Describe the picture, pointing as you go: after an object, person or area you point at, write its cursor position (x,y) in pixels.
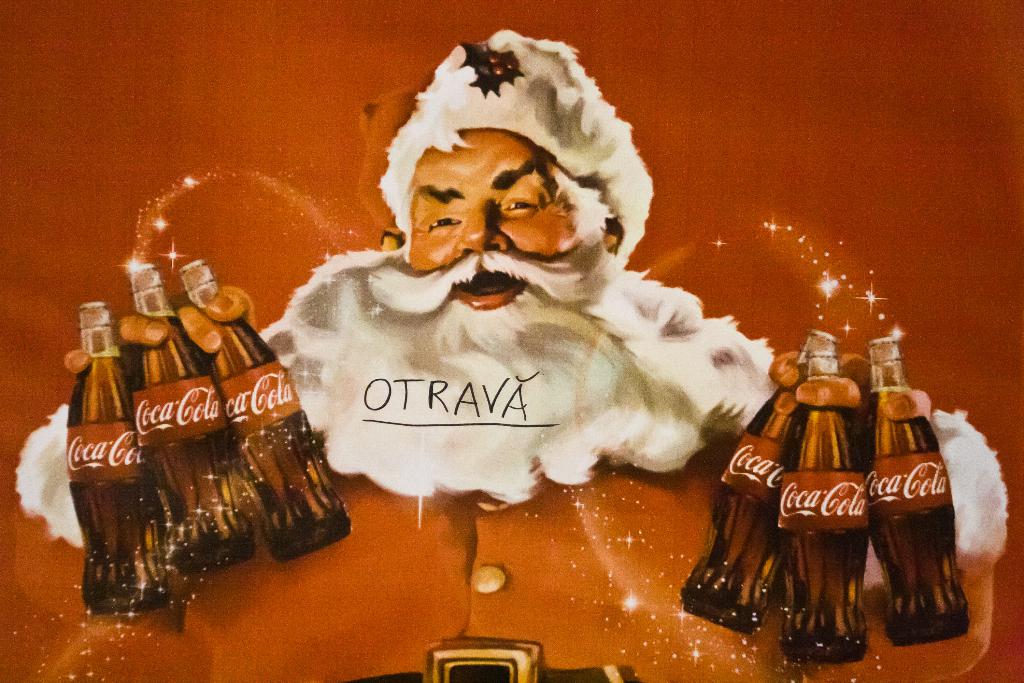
This is an animation in this image in the center (412,369), there is one person (455,335) who is holding bottles (255,449) in his hand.
